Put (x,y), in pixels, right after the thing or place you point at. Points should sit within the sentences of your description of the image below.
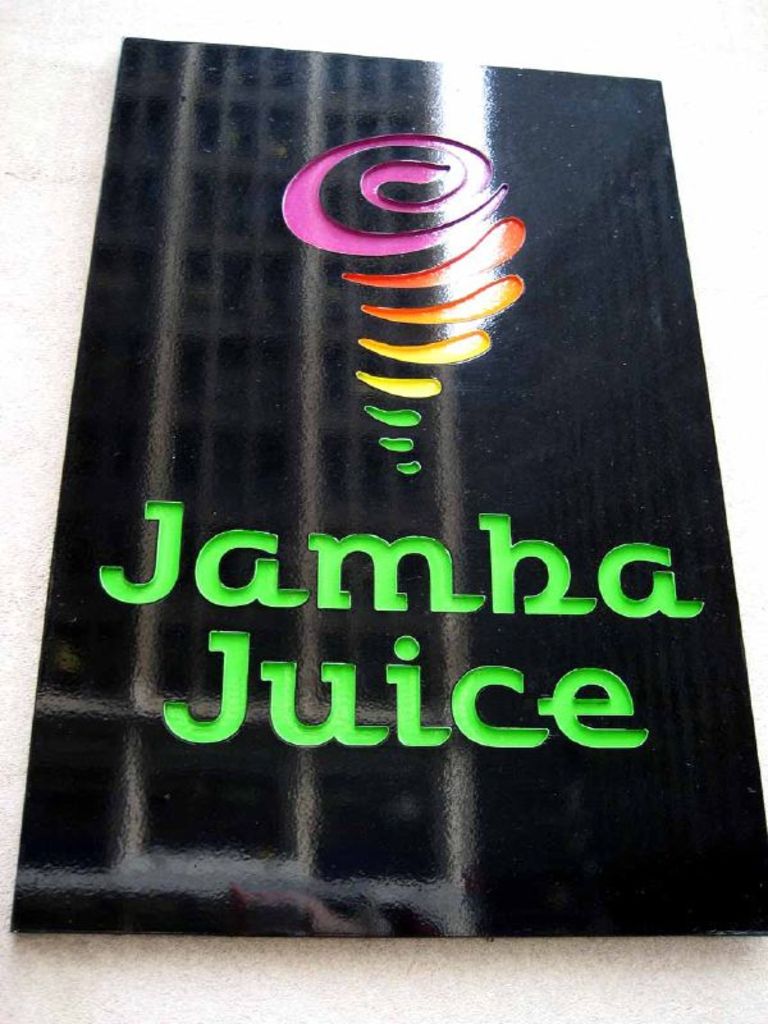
In the image we can see a frame (363,872) on the wall (5,309).
